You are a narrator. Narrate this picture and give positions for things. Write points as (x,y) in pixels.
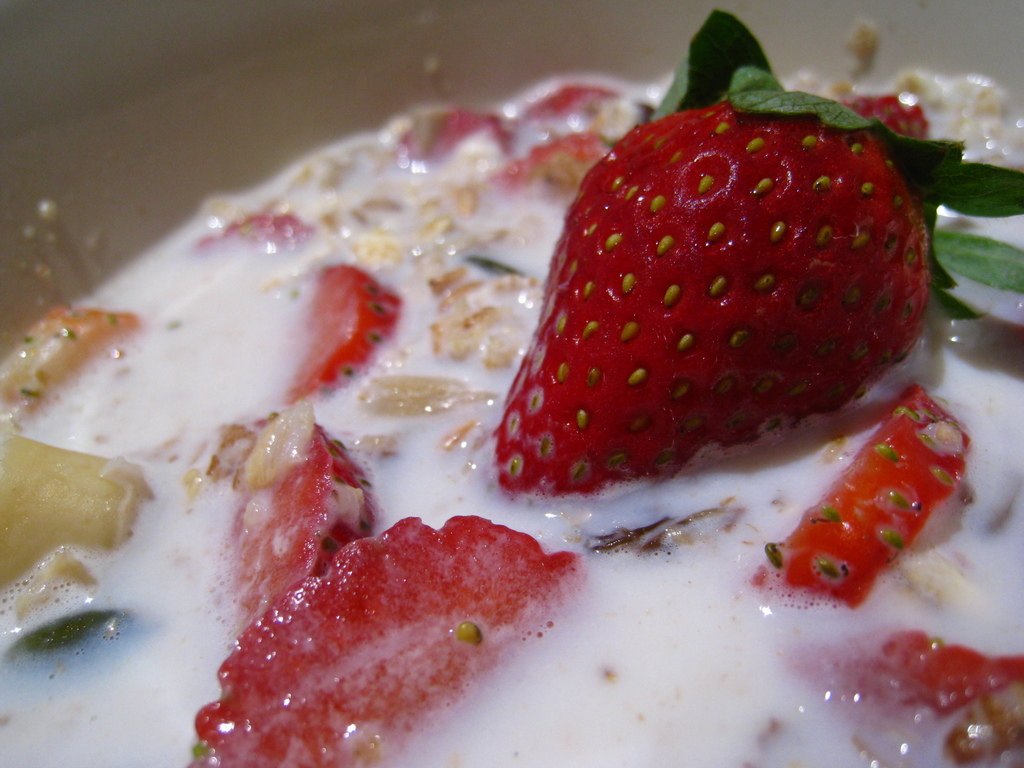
In this picture, we can see the strawberries (619,352) and some other food items (282,376) in an object (88,250).
